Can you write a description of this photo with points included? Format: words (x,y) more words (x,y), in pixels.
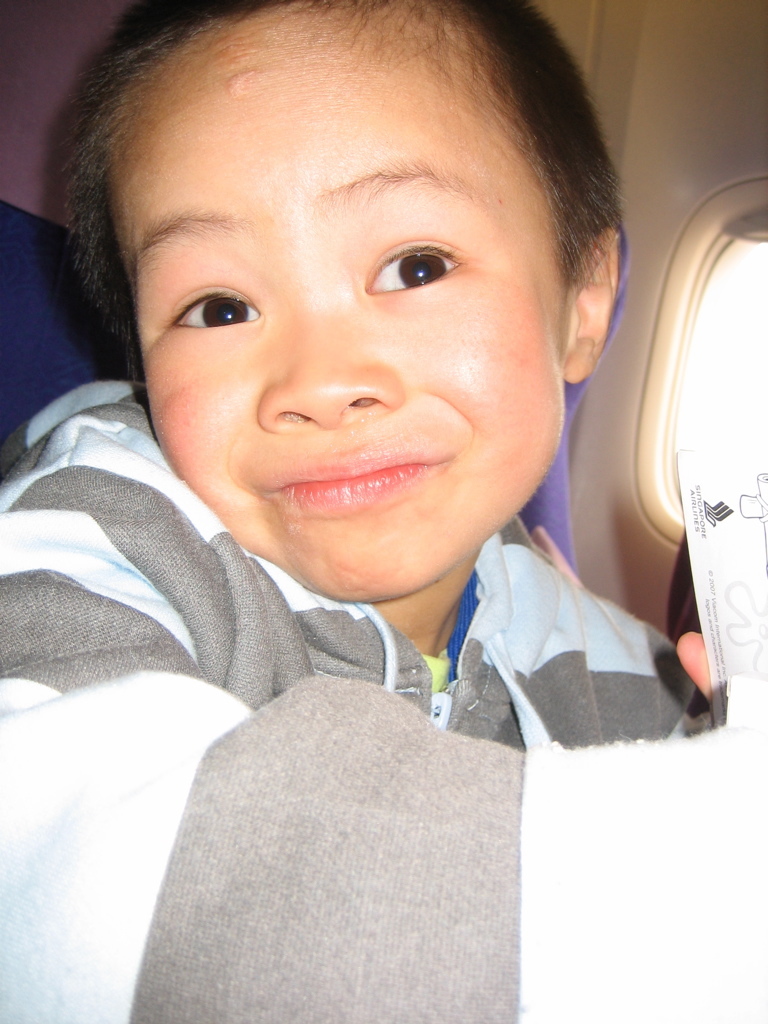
In this picture I can see a kid (82,455) in a vehicle (56,357), side we can see a window (708,292) to the vehicle (641,314).
